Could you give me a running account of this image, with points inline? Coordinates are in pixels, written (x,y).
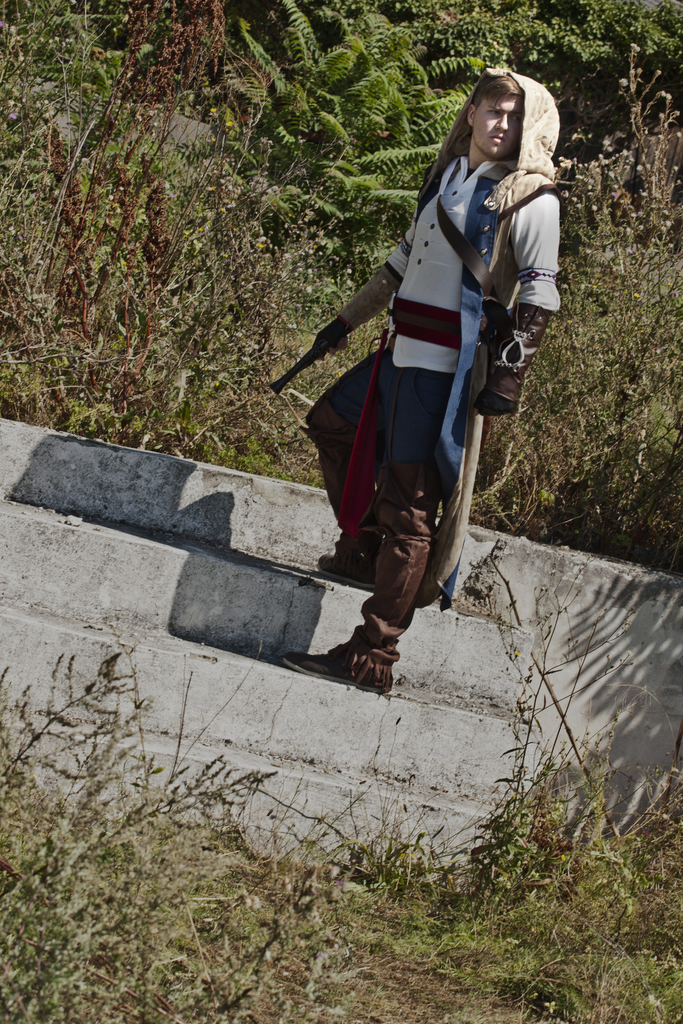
In this image there is one person (422,383) standing on the stairs (291,628) and holding an object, and there are some trees (292,143) in the background (223,184). There are some plants (292,909) and a grass (469,965) at the bottom of this image (386,951).
